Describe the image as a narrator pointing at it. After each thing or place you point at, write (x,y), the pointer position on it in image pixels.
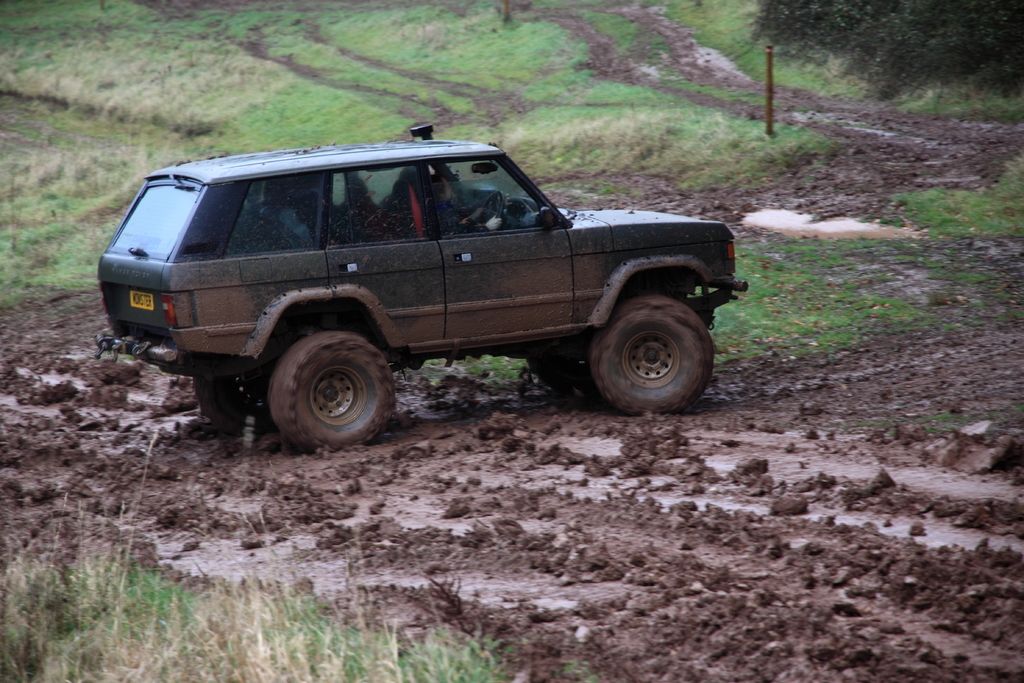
In this image we can see there is a car (678,307) in the mud (718,597), on the left (318,99) there is grass (351,40).
